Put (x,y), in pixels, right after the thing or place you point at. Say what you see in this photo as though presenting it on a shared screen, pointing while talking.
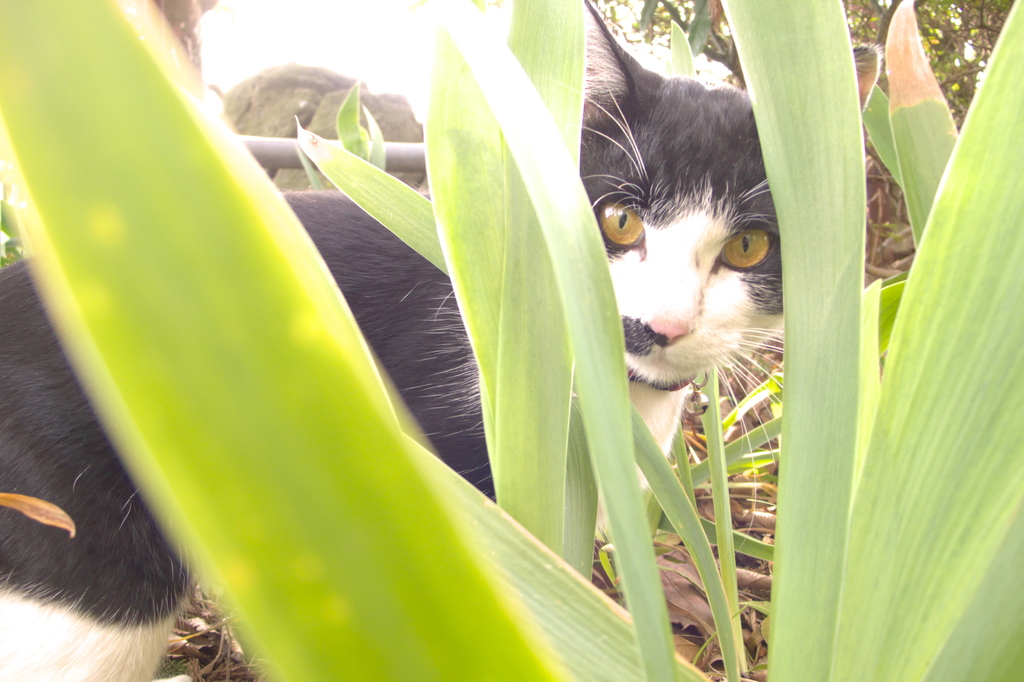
In this image we can see there is a cat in between the leaves (546,358). In the background (963,70) there are trees (967,89) on the right side (968,29). On the left side (287,151) it looks like a pole (300,162) in the background (339,143).
